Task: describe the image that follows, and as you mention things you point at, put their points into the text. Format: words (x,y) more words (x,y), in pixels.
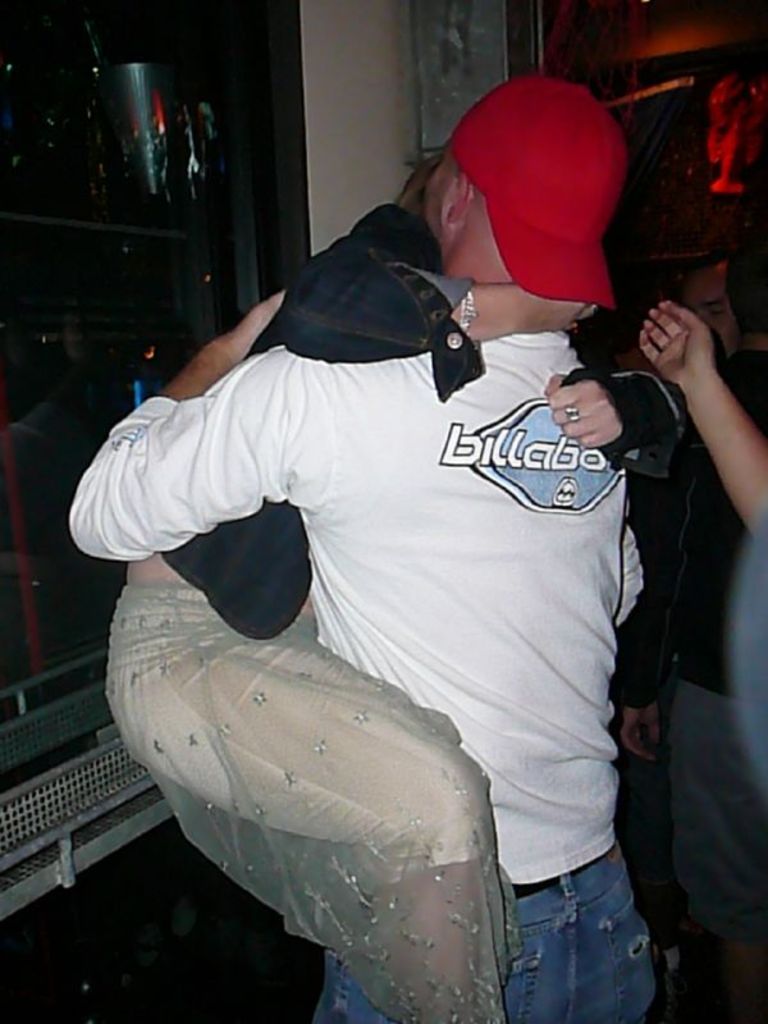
A couple (465,540) is hugging each other wearing clothes (456,702).
